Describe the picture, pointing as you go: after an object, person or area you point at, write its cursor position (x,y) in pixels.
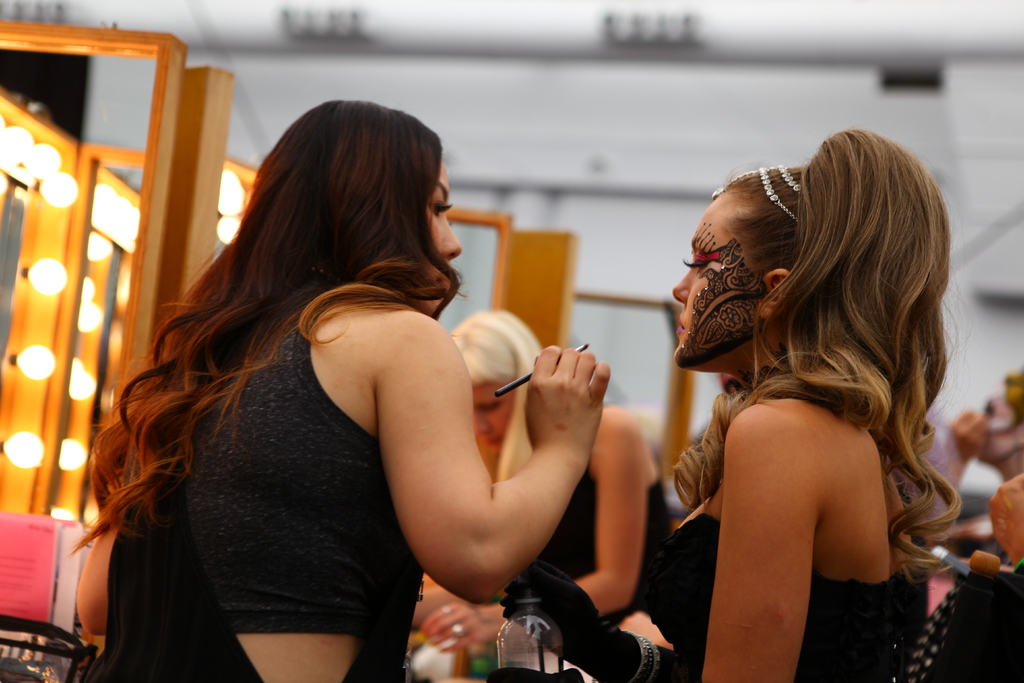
In this picture we can see some people (763,576), bottle (505,652), lights (70,447) and some objects (78,528) and in the background (718,123) it is blurry.
